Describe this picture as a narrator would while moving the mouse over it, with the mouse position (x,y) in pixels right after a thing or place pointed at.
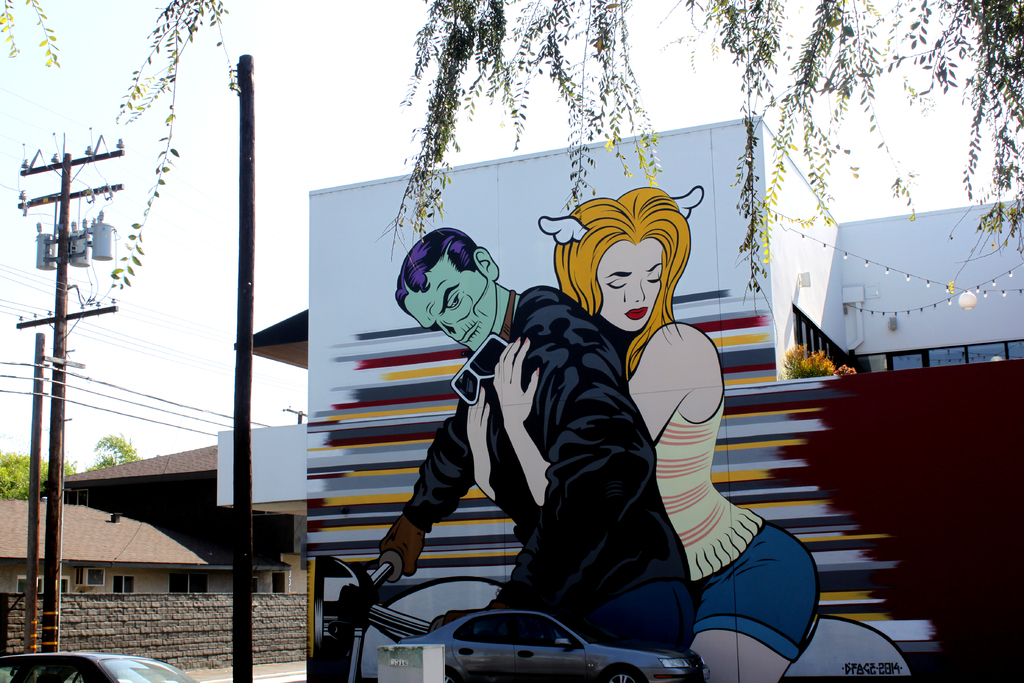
In this image we can see there is a painting wall (595,348). There are houses (155,463), poles (28,638) and vehicles (151,664). In the background (319,134) we can see the sky (314,118).
